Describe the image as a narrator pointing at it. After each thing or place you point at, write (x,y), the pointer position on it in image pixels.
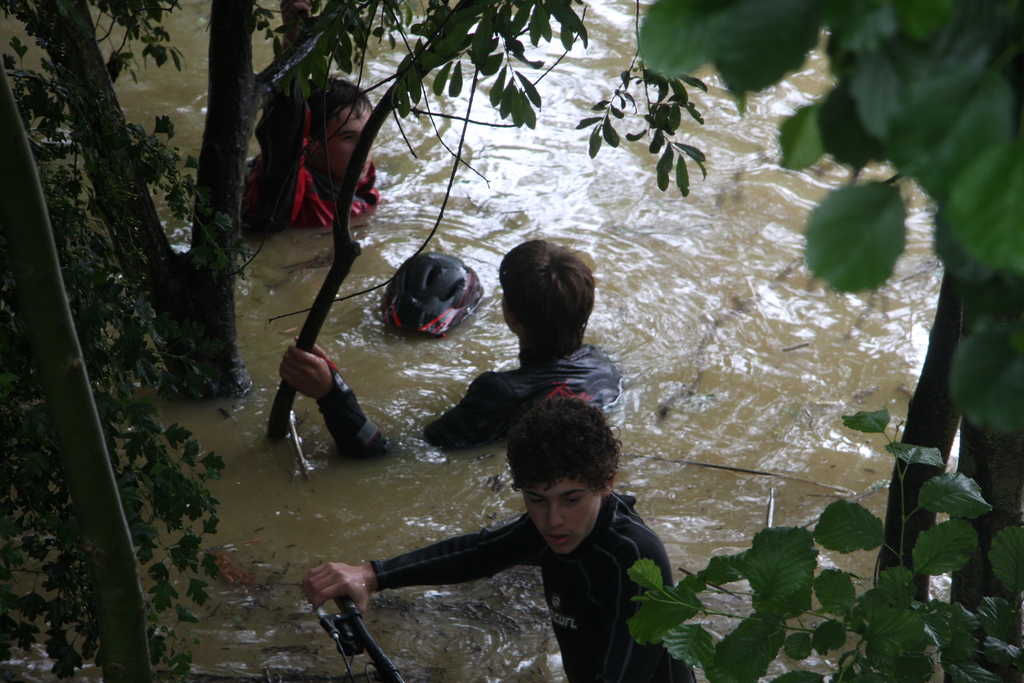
In this image there are some persons (447,551) in the water (384,397) as we can see in middle of this image (457,229). There are some trees (199,358) on the left side of this image (155,308) and right side of this image (1019,451) as well. there is a lake (609,234) in middle of this image (660,245) and there is a bicycle (346,613) in the bottom of this image (344,641).
